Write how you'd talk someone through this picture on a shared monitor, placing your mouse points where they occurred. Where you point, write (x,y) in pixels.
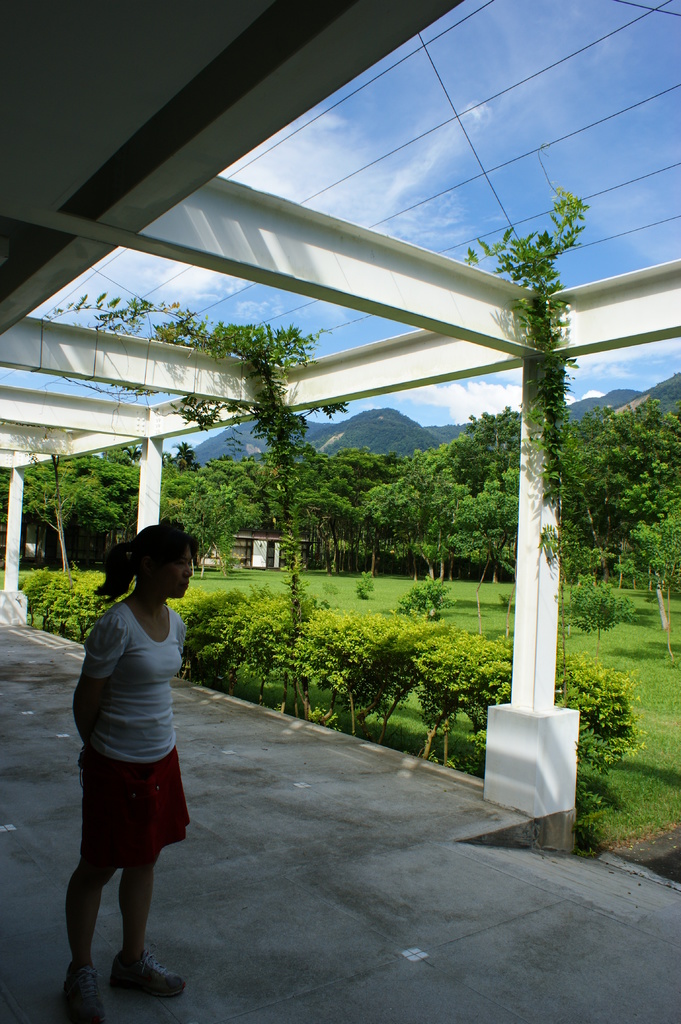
There is one person (152,813) standing on the left side (126,742) is wearing white color t shirt (115,725), and there are some plants (42,611) and trees (2,513) in the background (423,538). There are some mountains (384,445) are present behind these trees (395,525), and there is a cloudy sky (435,170) at the top of this image (432,218). We can see there are metal pillars (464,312) on the left side of this image (182,383).
